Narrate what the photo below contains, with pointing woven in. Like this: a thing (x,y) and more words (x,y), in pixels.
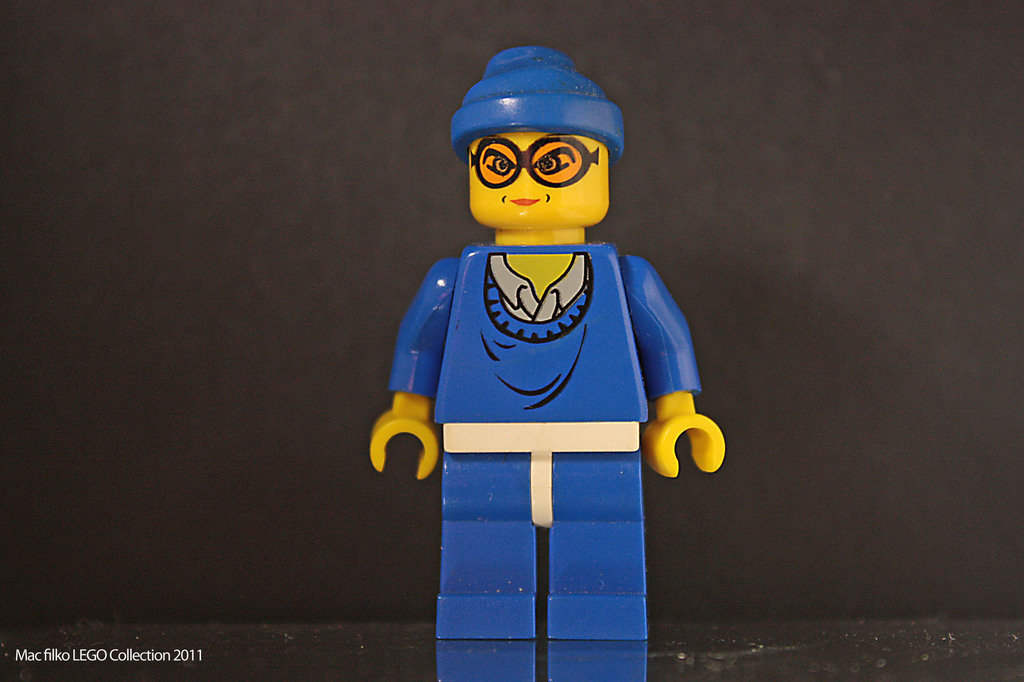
In this image there is a toy (512,380) which is in blue color.
